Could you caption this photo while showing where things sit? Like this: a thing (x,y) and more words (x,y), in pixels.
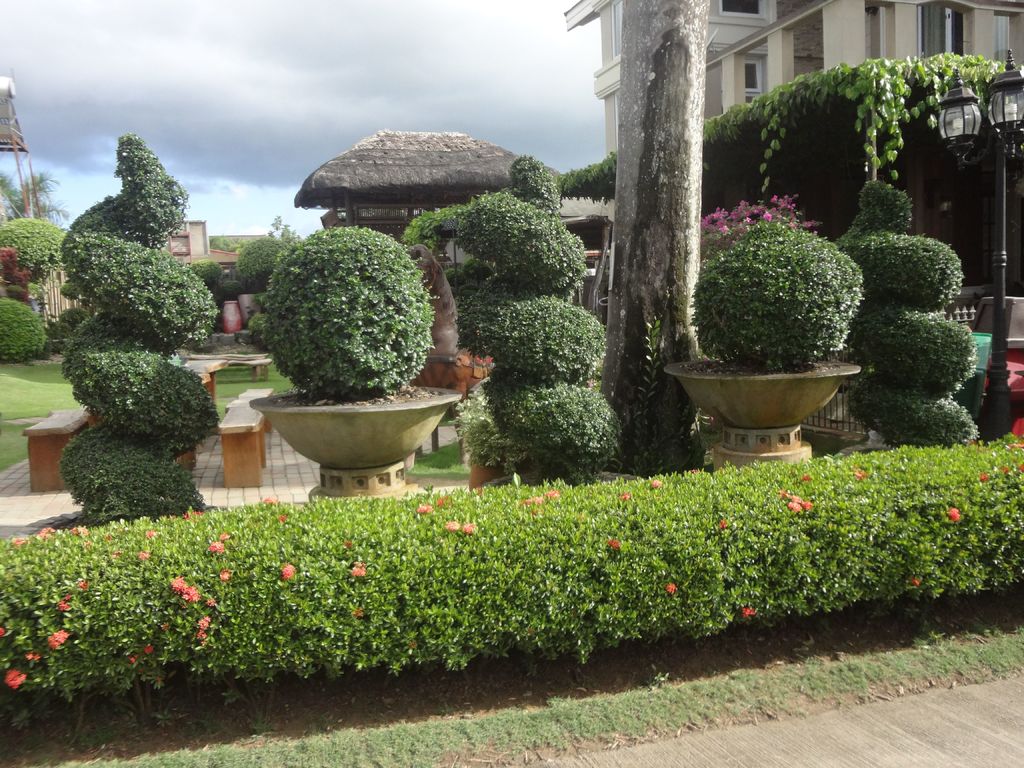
In this image there are plants (917,251), in the background (922,227) there is a building (732,53) and the sky (288,65).
